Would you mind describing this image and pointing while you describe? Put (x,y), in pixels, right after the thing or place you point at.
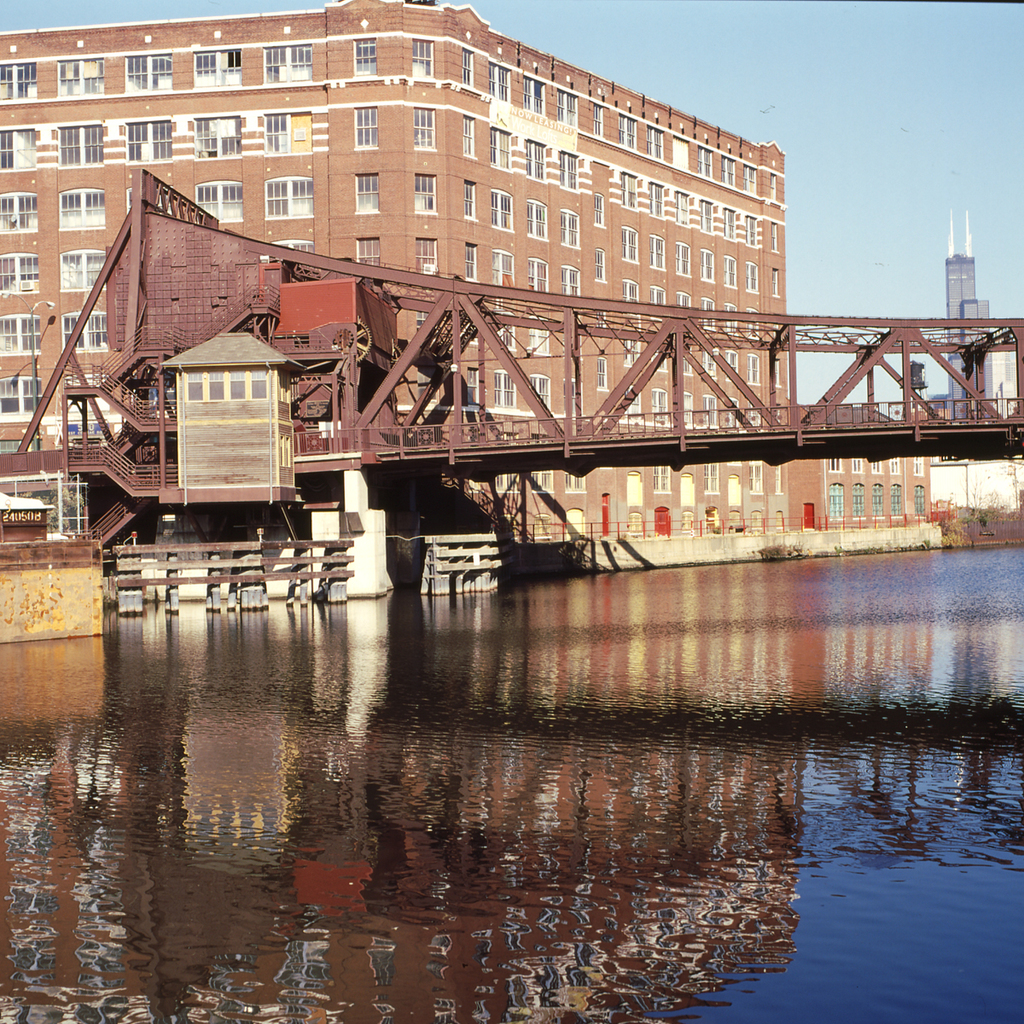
There is water (270,907). In the background (734,339), there is a bridge (356,371) on the water (995,589), a building (402,107) which is having glass windows (650,296), there are towers (973,288) and there is sky (773,46).
